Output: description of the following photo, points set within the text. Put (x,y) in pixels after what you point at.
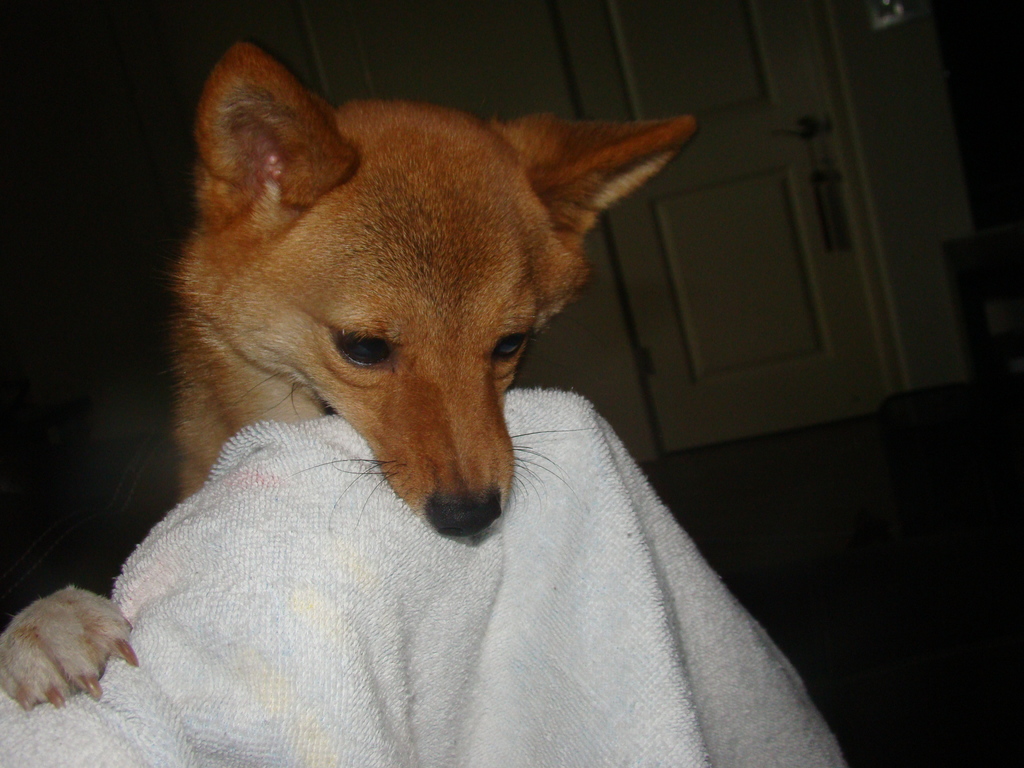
Here we can see a dog (294,392) holding a cloth (533,634) with its mouth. This is floor (924,677). In the background (844,309) we can see a door (780,242) and a wall (515,66).
